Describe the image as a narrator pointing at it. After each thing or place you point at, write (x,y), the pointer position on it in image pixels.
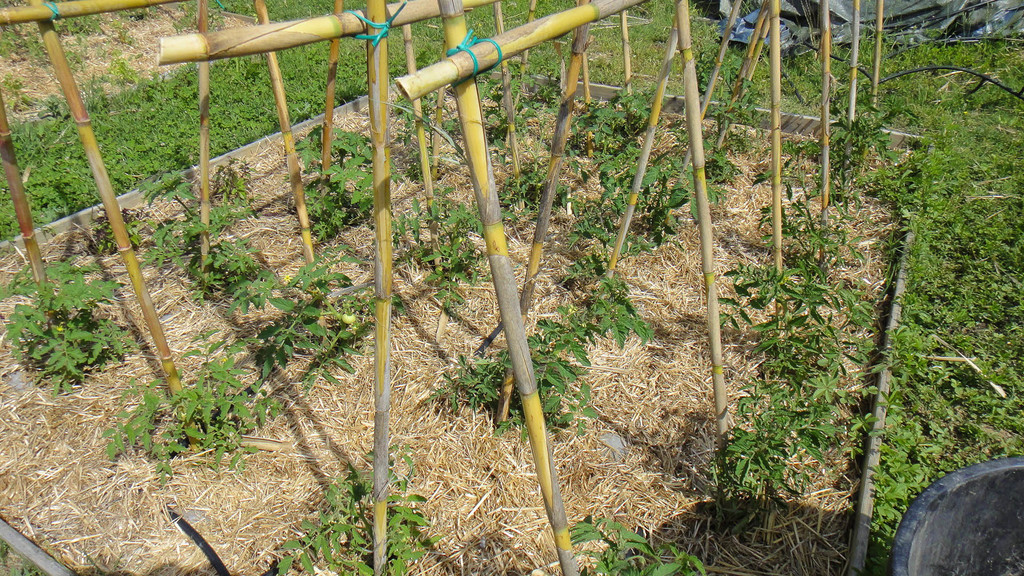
In the image on the ground (875,211) there is grass (910,162) and also there are small plants (154,426). And also there are wooden poles (428,75). In the bottom right corner of the image (941,508) there is a black color object (949,495). At the top of the image (925,32) in the background (932,14) on the ground (946,72) there is cover (934,25).
